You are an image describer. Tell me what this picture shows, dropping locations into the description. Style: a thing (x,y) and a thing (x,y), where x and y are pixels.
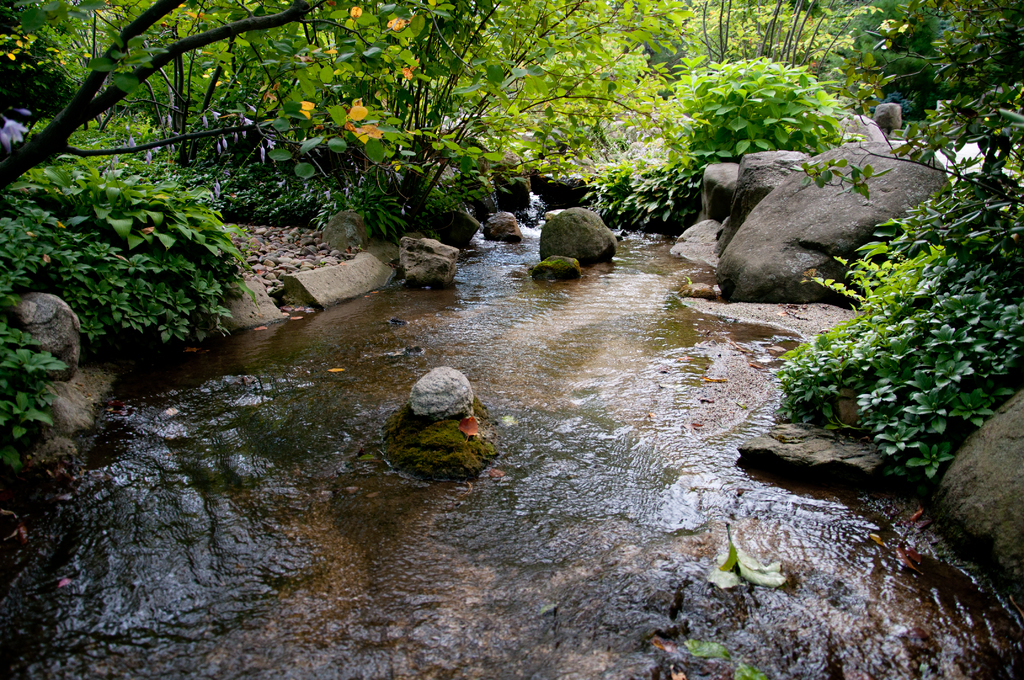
This picture shows trees (311,116) and water (725,457) flowing and we see few rocks (584,252).
